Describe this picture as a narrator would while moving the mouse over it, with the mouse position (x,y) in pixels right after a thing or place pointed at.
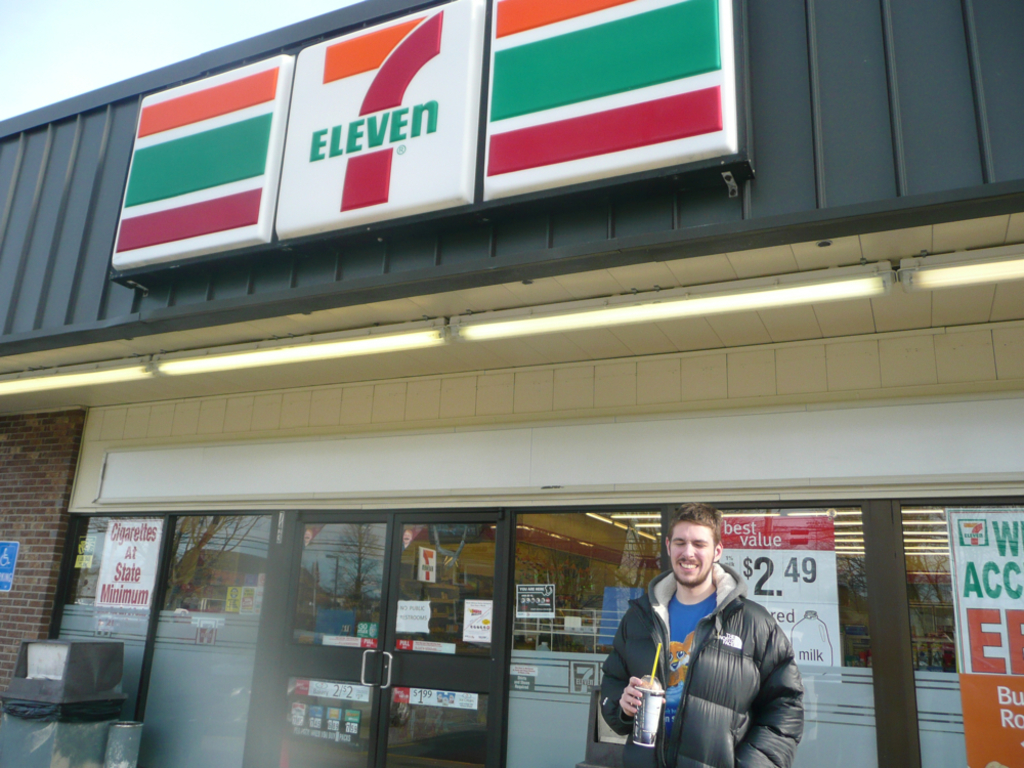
In this image there is a man (681,677) standing by holding the coffee cup (653,711). Behind him there is a store (493,545). On the left side (310,623) there is a glass door (437,630). At the top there are lights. There are so many poster (792,603) sticked to the glass (867,594). On the left side (68,696) bottom there is a dustbin (78,717). At the top (250,145) there is a hoarding (373,108).
